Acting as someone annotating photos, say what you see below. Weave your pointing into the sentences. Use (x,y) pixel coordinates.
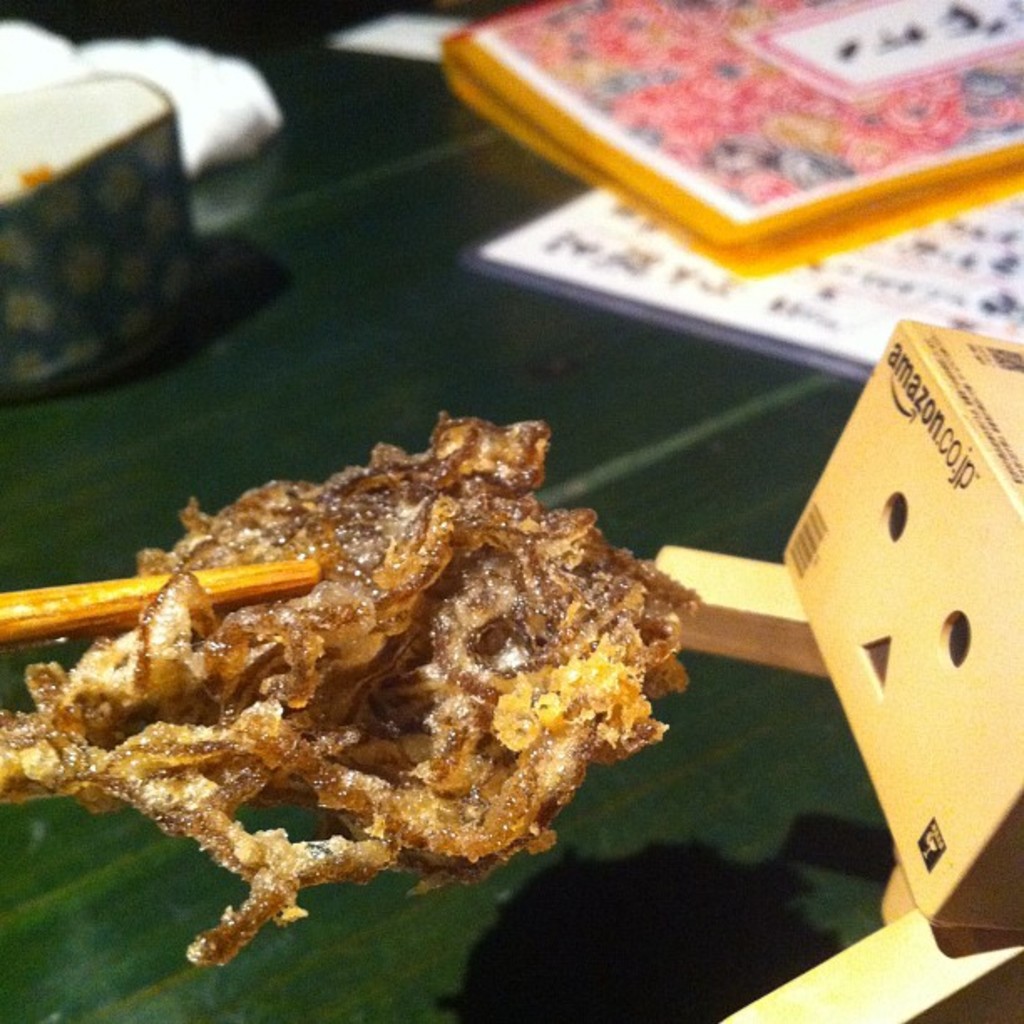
In this image I can see a food item (422,587) with a chopstick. There is a cardboard box (807,603) and in the background (590,208) there are some objects (89,373).
